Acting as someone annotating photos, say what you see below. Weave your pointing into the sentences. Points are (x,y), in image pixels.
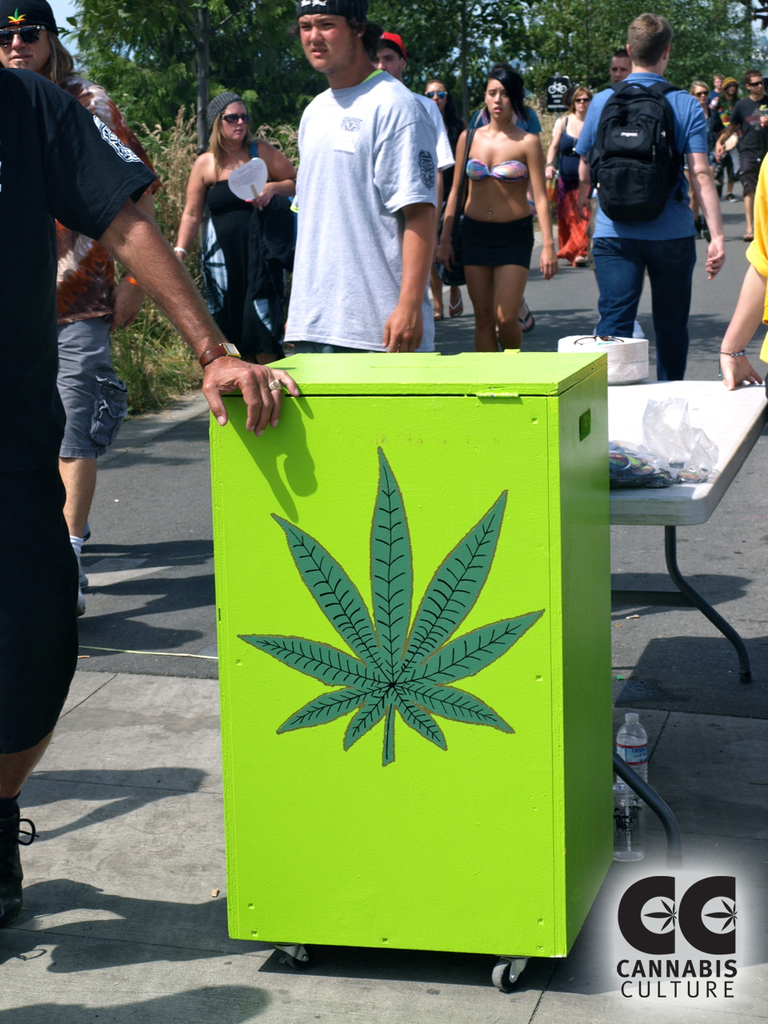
In the center of the image (502,434) we can see a green color object (409,690) with wheels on the road (201,926). Behind the object (568,381) we can see a table (656,482). We can also see many people (364,129) walking on the road (206,582). Image also consists of trees (419,39). In the bottom right corner (626,900) there is logo (619,910).
